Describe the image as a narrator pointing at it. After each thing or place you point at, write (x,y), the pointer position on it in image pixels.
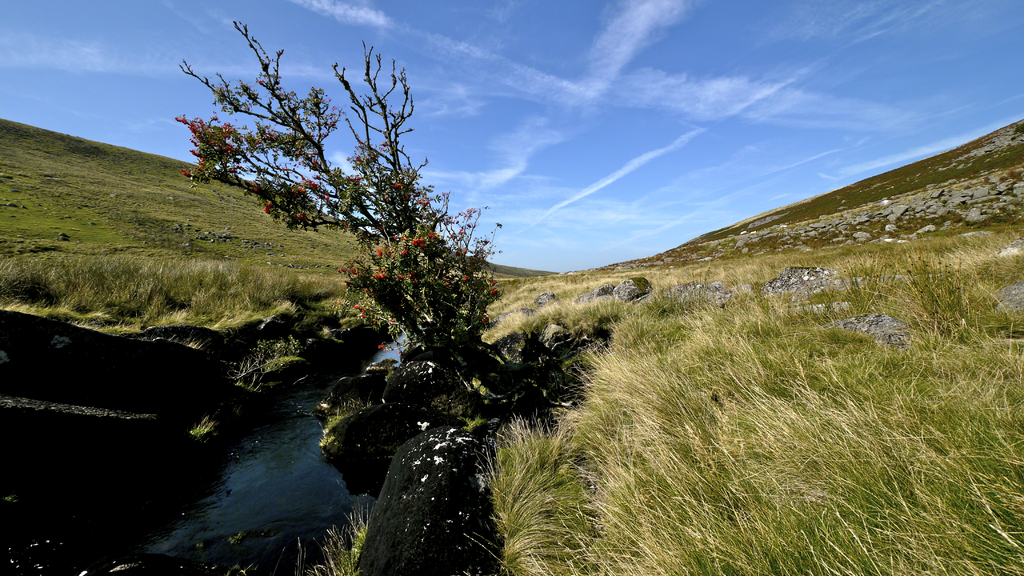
In this image there are mountains (245,223), in the bottom left (267,531) there is a canal (321,422), in the middle (451,310) there is a tree (407,268), beside the tree (446,337) there is grass (740,407), in the background (985,68) there is the sky (695,98).
